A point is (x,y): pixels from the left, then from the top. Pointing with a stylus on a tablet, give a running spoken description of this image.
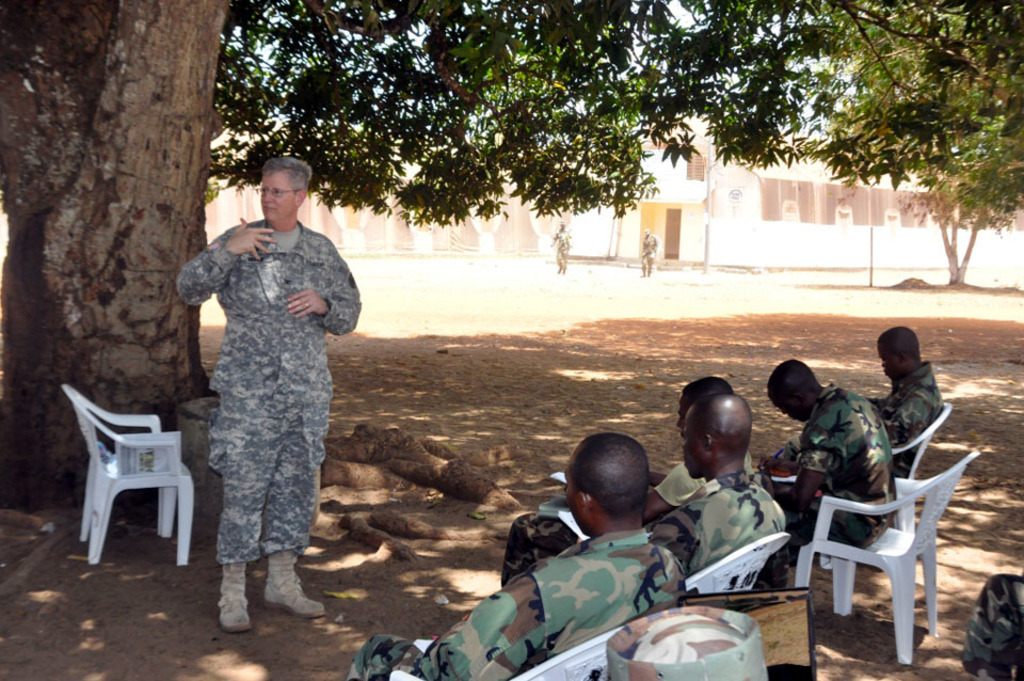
In this picture, there are some chairs (927,479) which are in white color, there are some people (666,552) sitting on the chairs (583,679), in the left side (243,493) there is a man (245,510) standing and he is speaking, in the background (49,427) there is a tree (401,35) which is in green color.
